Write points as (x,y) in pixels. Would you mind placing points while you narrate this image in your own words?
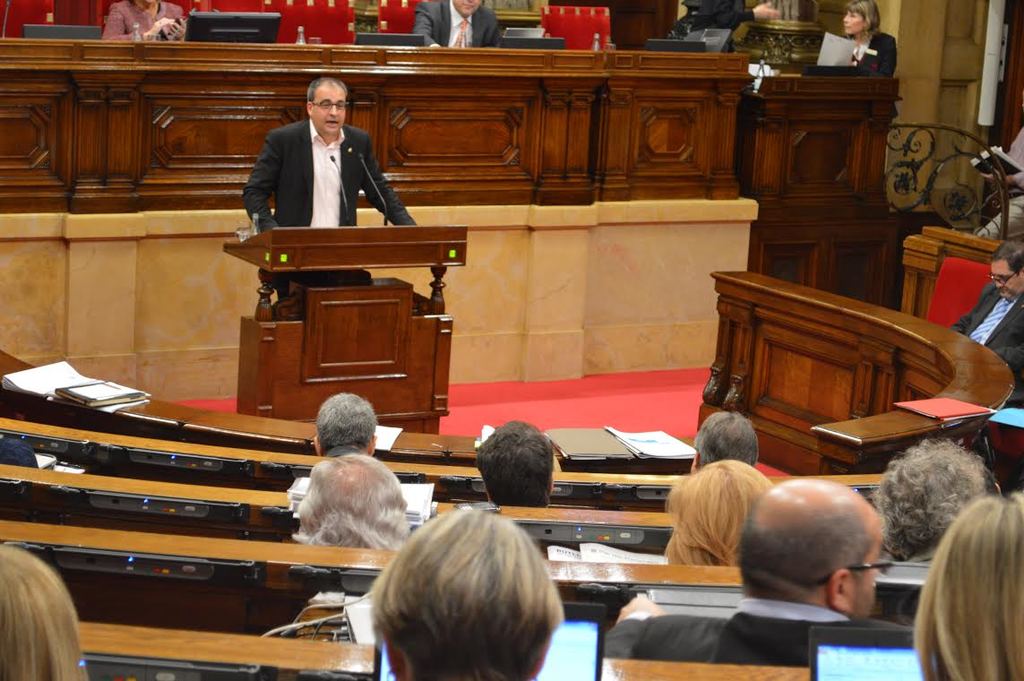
This image is taken into a conference room (316,151). In this image there is a person (285,185) standing in front of the table (307,258) and there is a mic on the table (274,262), around the person (328,164) there are a few people (1019,251) sitting in their seats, in front of them there are papers (430,486), books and some other objects (274,467).
